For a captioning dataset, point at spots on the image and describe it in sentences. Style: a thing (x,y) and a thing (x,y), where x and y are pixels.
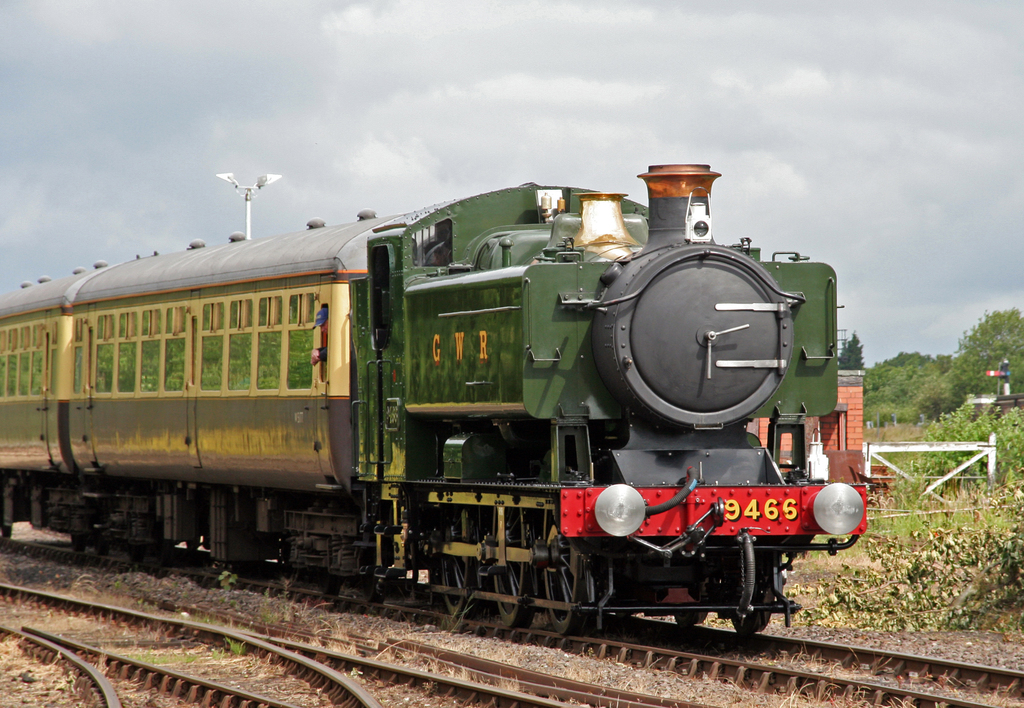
In this image I can see train (358,366) is on the track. Inside this train (201,373) there is a person (320,354). In the background of the image (914,470) there is a railing (945,470), trees (844,348), plants (1012,530), cloudy sky (753,150). light pole (249,187) and house (848,396).
